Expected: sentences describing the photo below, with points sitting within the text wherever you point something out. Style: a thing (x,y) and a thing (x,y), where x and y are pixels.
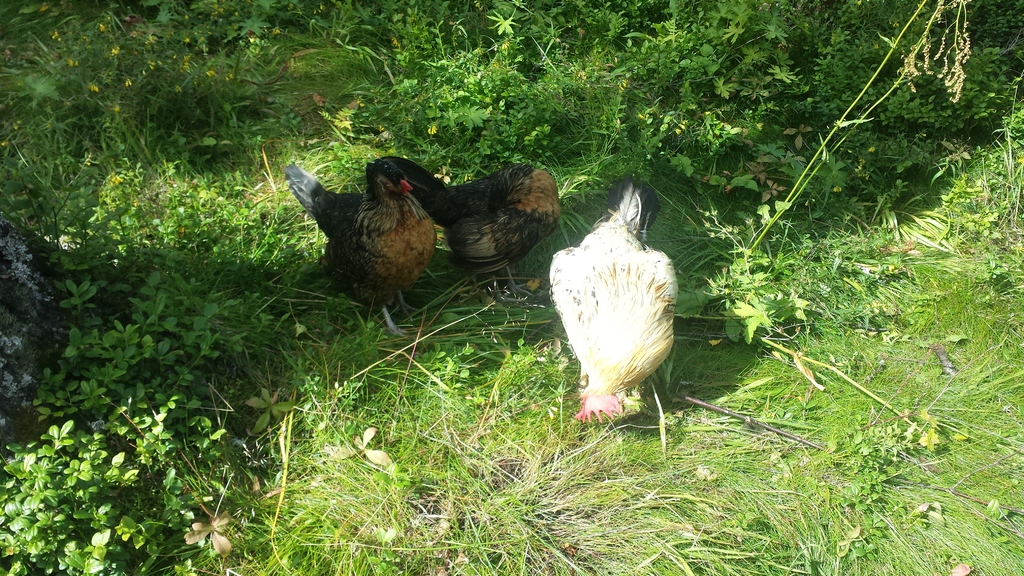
In the picture we can see a grass surface (514,338) with some plants (842,471) on it and three hens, one hen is white in color and other two are brown and some part black in color.
